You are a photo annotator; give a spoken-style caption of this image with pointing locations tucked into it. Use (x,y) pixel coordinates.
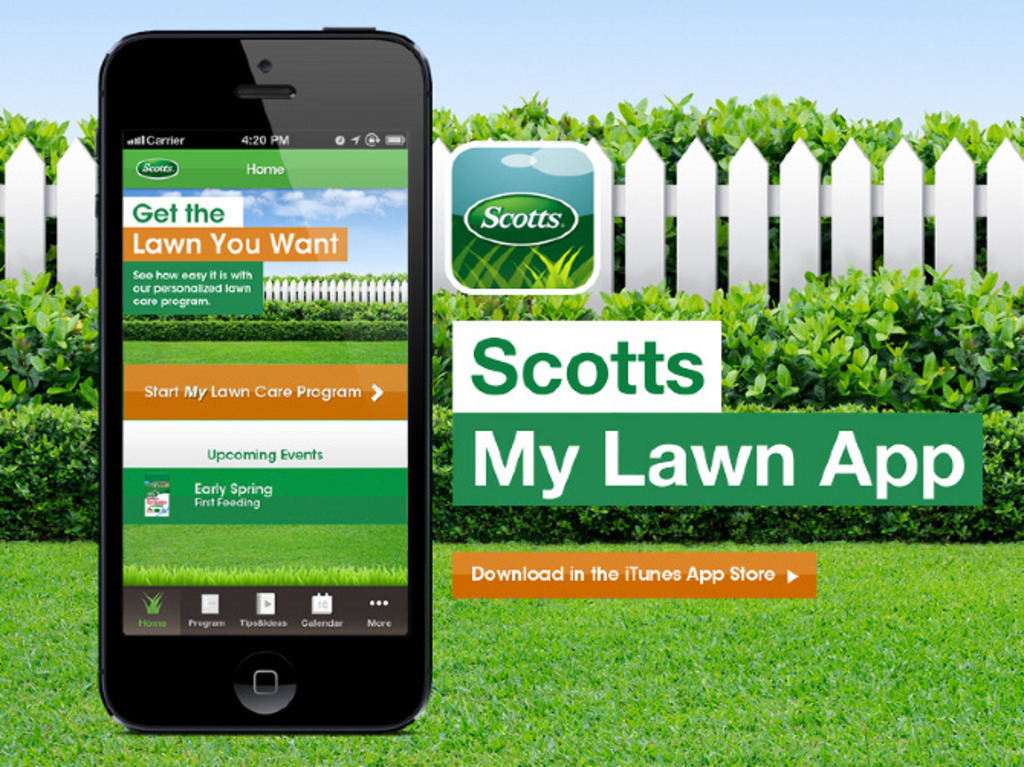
In this image I can see the mobile (395,383) and something is written on the image. In the background (846,321) I can see the fencing (811,267), sky (845,91) and few plants (816,368) in green color.
